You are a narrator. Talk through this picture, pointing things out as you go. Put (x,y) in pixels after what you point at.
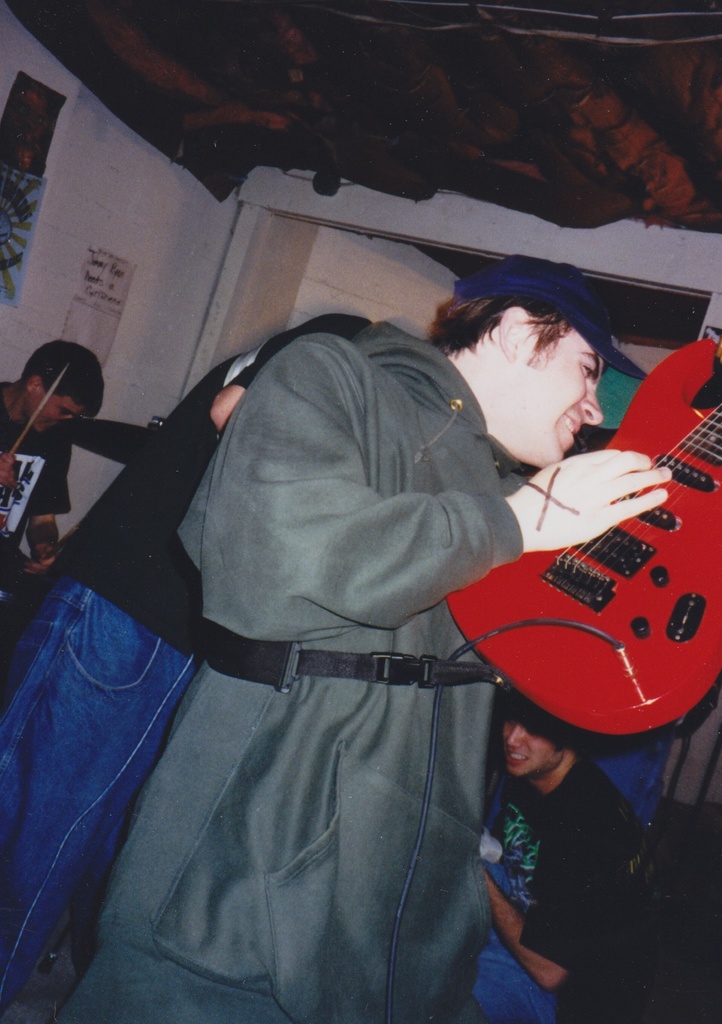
In this image we can see a person (466,560) holding a guitar (608,621) which is truncated. In the background (23,560) we can see people (520,716), wall (55,223), and posters (42,119).
